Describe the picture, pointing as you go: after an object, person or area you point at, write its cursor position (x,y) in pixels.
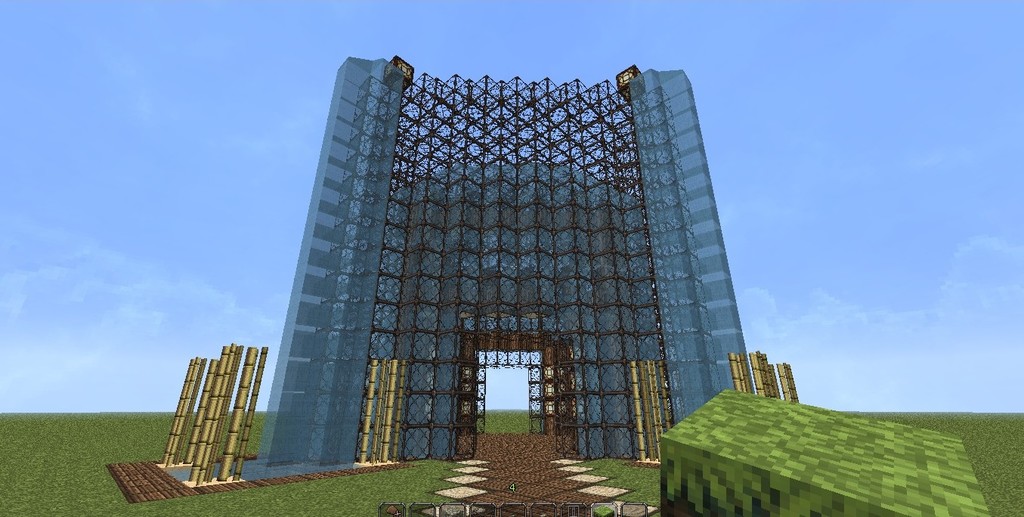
This is a graphics image, in this image there is a building structure (346,165), in the background (122,269) it is blue.
